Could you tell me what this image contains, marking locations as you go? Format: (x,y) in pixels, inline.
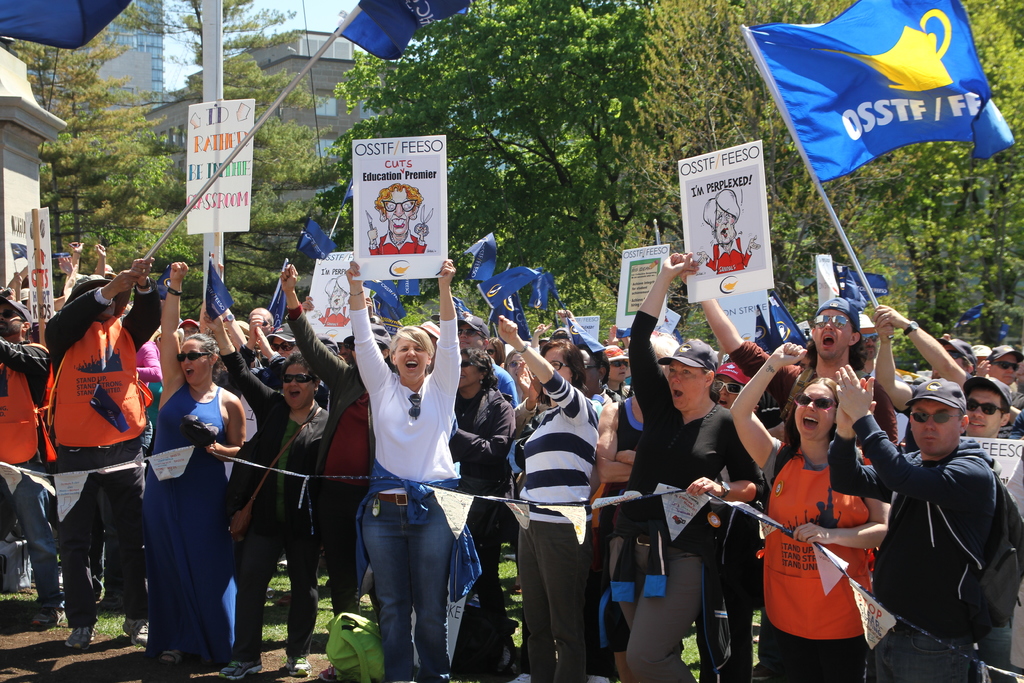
In this image i can see people (435,395) standing on the ground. Of them some are holding placards (378,199) and flags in their hands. In the background (455,104) there are trees (399,83), buildings (329,62) and sky (231,36).
